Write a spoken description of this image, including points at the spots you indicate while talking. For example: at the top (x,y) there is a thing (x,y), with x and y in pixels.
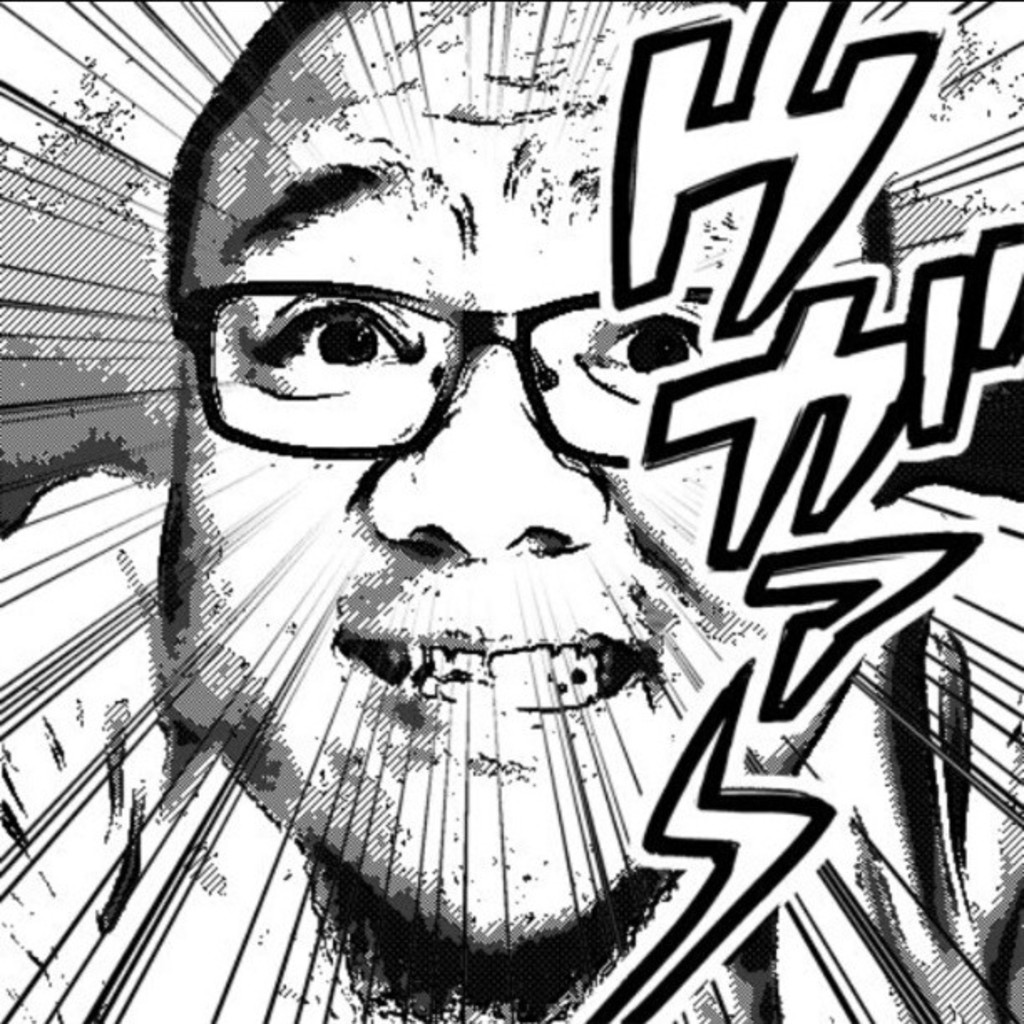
In this picture we can see sketch (550,530) of a man (513,601).
